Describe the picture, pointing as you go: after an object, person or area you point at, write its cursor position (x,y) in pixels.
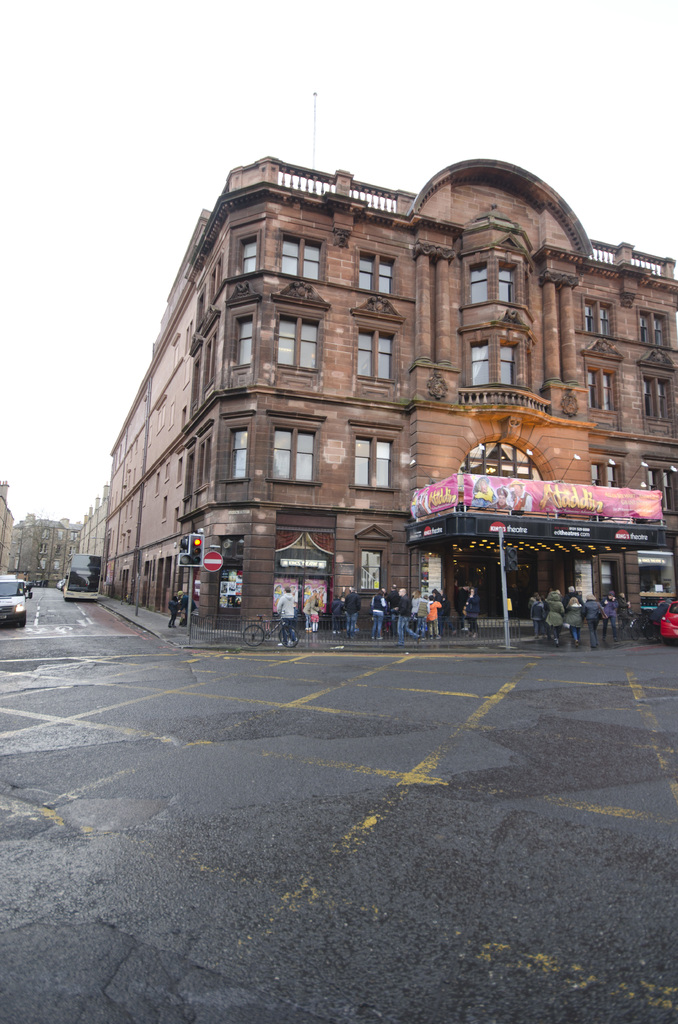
There is a road (440,848), on which, there are vehicles (98,558). In the background (595,620), there is a tent (471,545), under this, there are persons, near a footpath (552,641), on which, there are persons (534,623). Beside the footpath (291,630), there is a building (168,364), which is having glass windows (602,383). In the background (54,539), there are buildings (103,523) and there is sky (139,176).
